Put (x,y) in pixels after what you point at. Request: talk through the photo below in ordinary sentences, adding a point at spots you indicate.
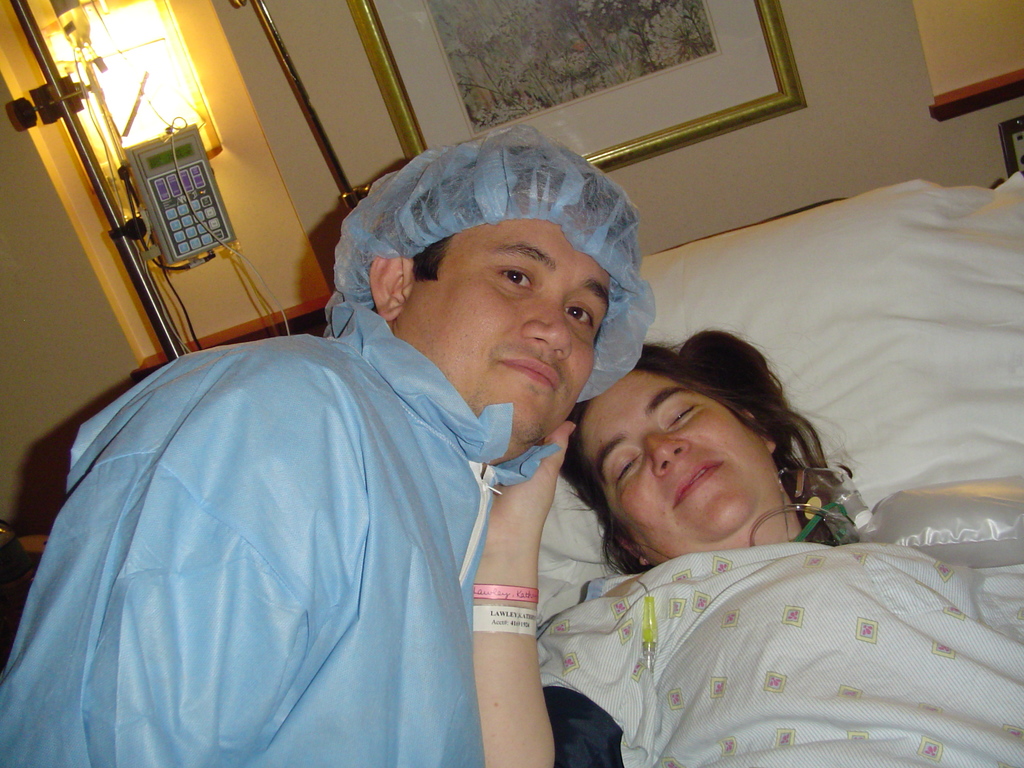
In this image, I can see two persons (343,583) on a bed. In the background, I can see photo frames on a wall (301,225), light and some objects (190,224). This image taken, maybe in a room (964,121).
